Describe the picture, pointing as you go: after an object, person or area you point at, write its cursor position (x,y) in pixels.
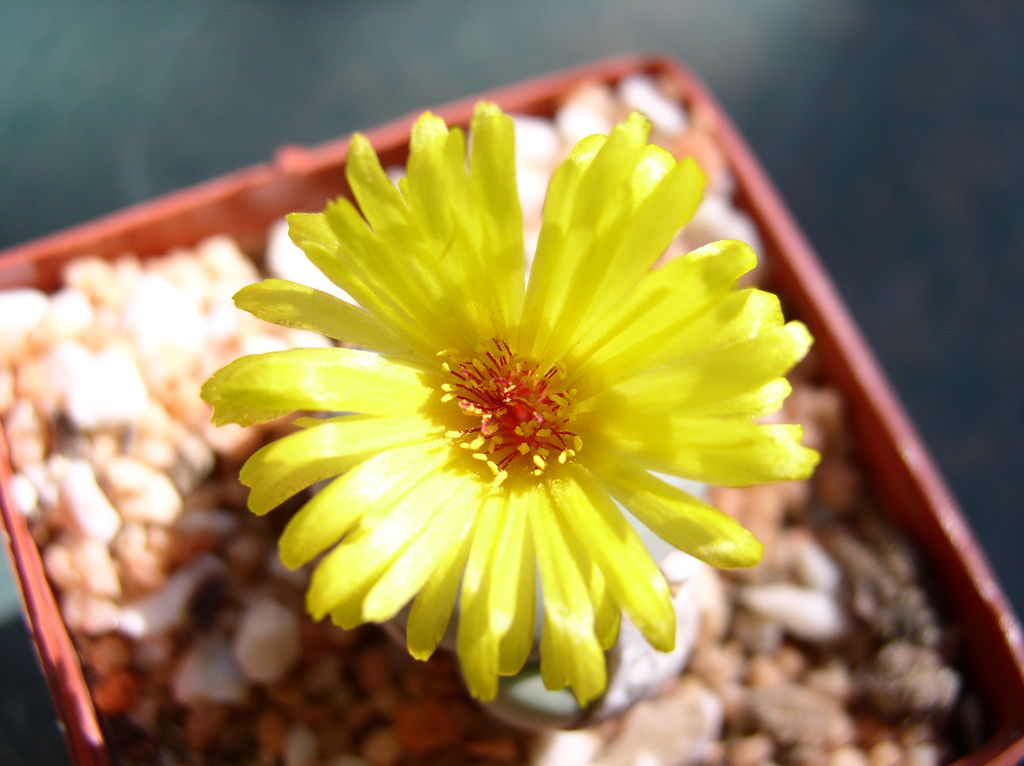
In the image I can see a flower (512,368) which is in the pot (57,627) in which there are some stones (283,755) and rocks (110,576).
